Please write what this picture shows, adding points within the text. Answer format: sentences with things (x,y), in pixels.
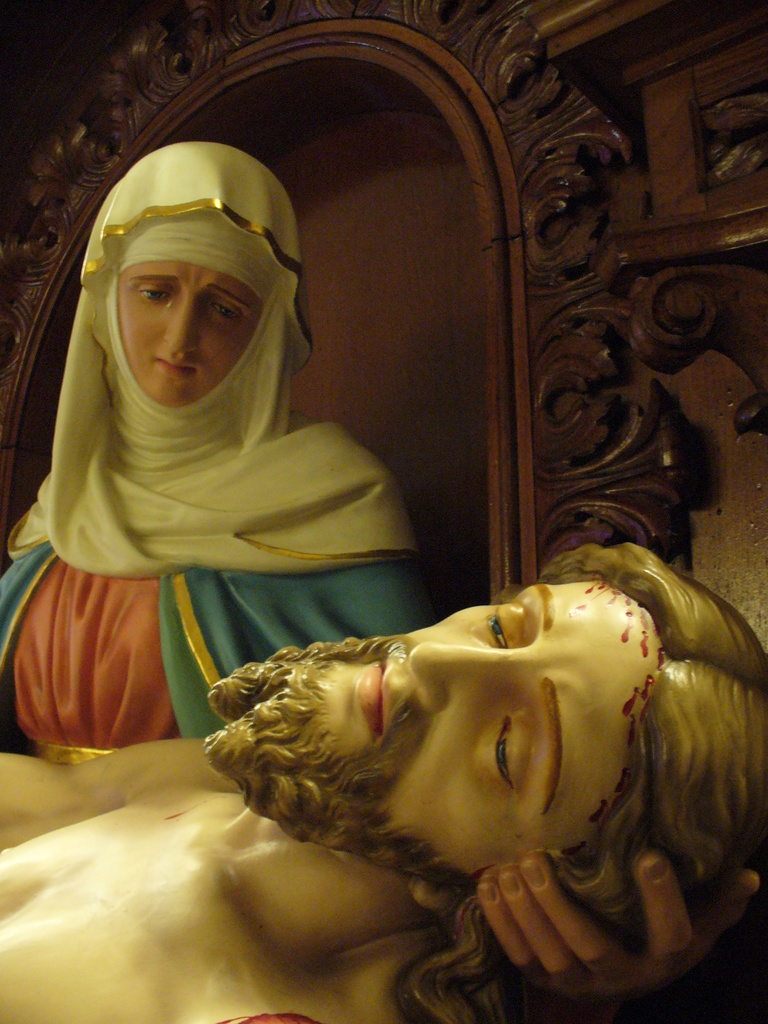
In this picture we can see there are two sculptures (186,666). Behind the sculptures (158,551), there is a wooden object (307,133).
